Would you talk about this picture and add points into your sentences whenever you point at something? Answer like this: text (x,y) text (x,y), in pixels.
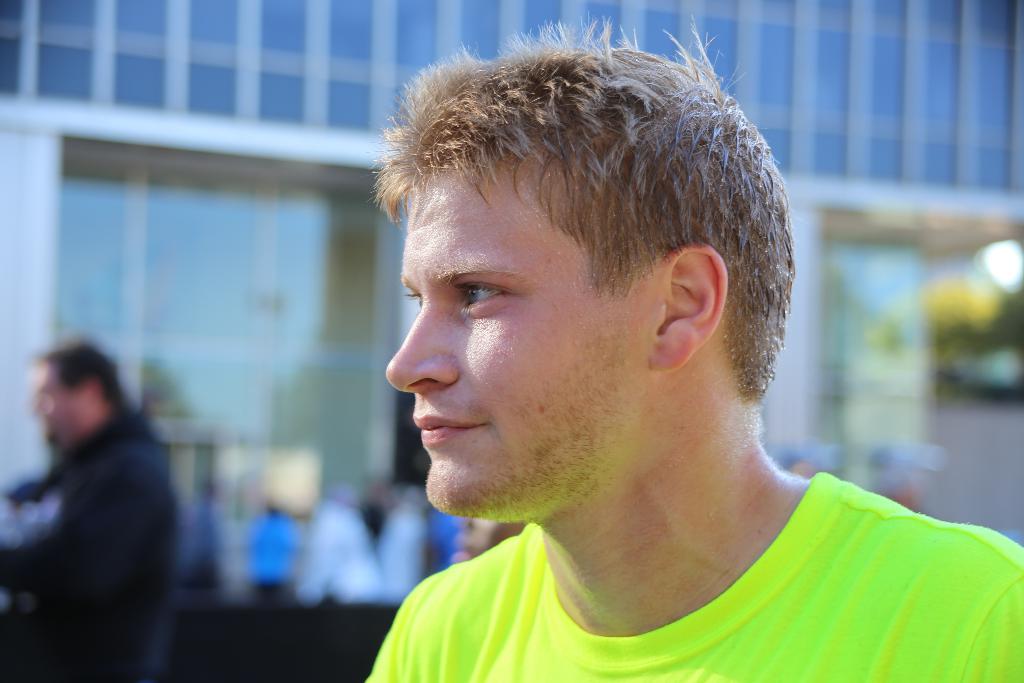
In this image we can see two persons (516,634). In the background (221,592), we can see some objects (315,568) and trees (965,330).
